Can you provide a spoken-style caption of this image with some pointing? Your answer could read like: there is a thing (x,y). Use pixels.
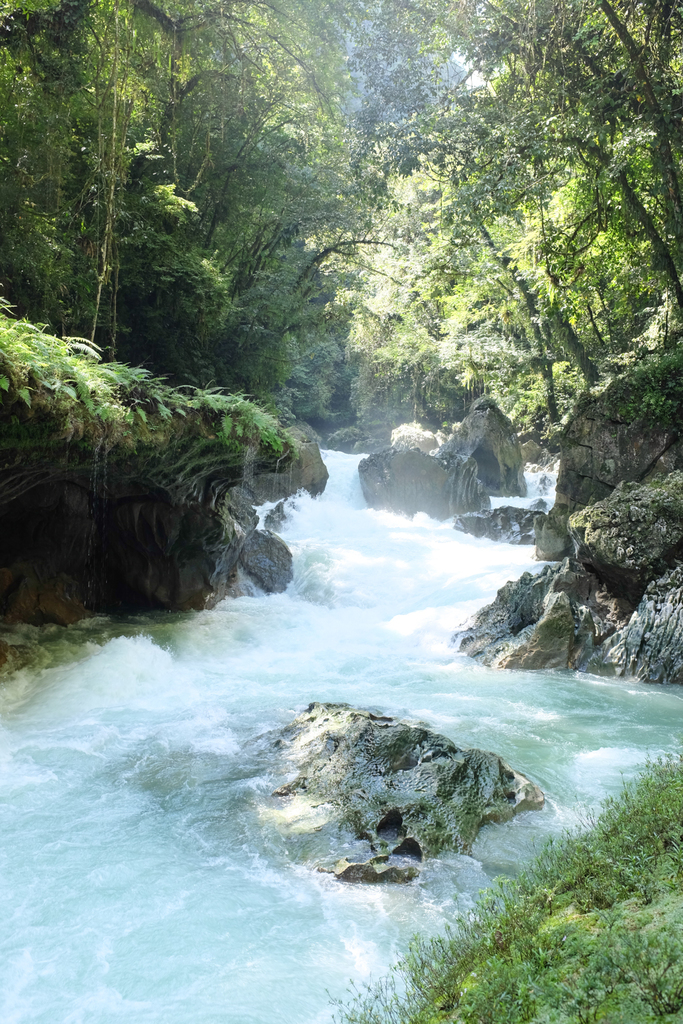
In this image I can see water (345,583) in the centre (324,631) and on the both side of it I can see number of trees (528,243). On the bottom right corner of this image (568,858) I can see grass (632,845).
